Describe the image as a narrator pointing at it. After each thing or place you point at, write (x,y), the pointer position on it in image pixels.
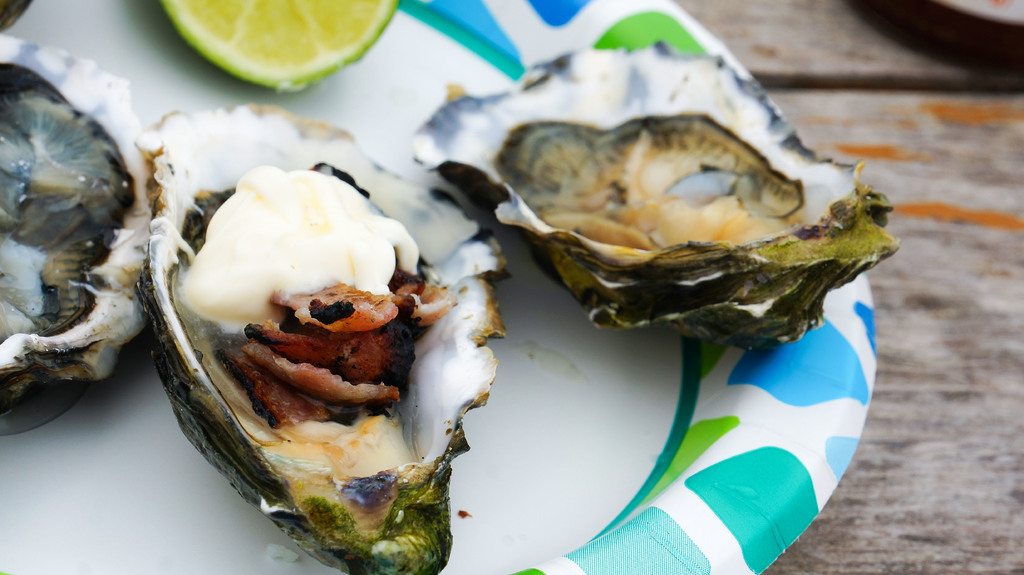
In this image there are food items (331,216) and a slice of a lemon (385,14) in a plate (461,53) which was placed on the table (995,290).
